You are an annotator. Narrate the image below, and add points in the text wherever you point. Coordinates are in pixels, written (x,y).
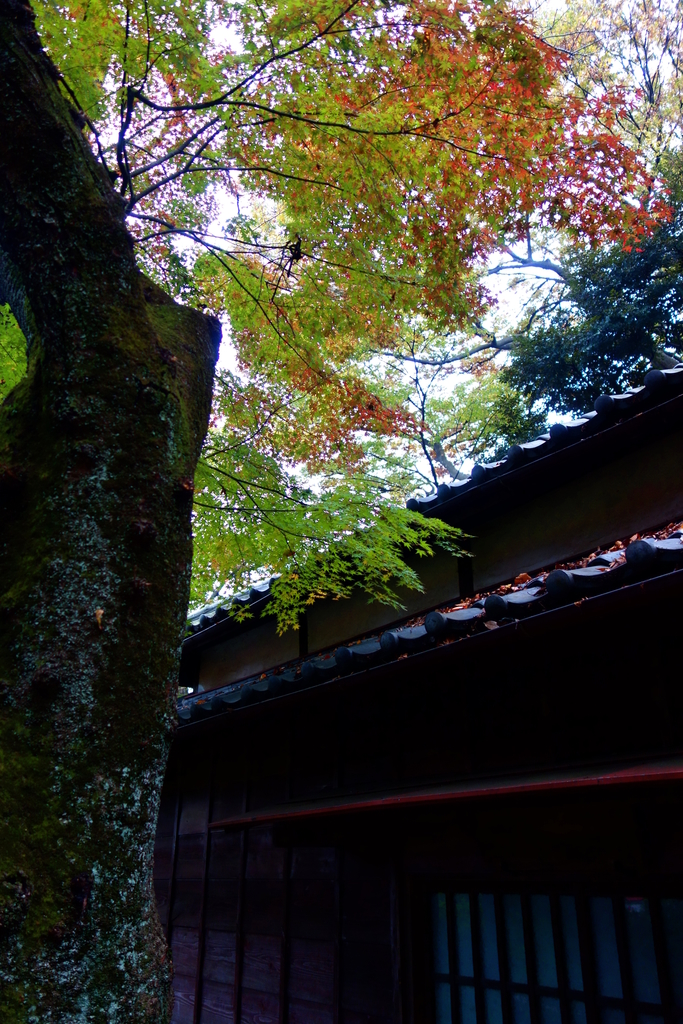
In this picture there is a tree (201,434) towards the left (105,313). At the bottom right (517,936) there is a house (497,511).
